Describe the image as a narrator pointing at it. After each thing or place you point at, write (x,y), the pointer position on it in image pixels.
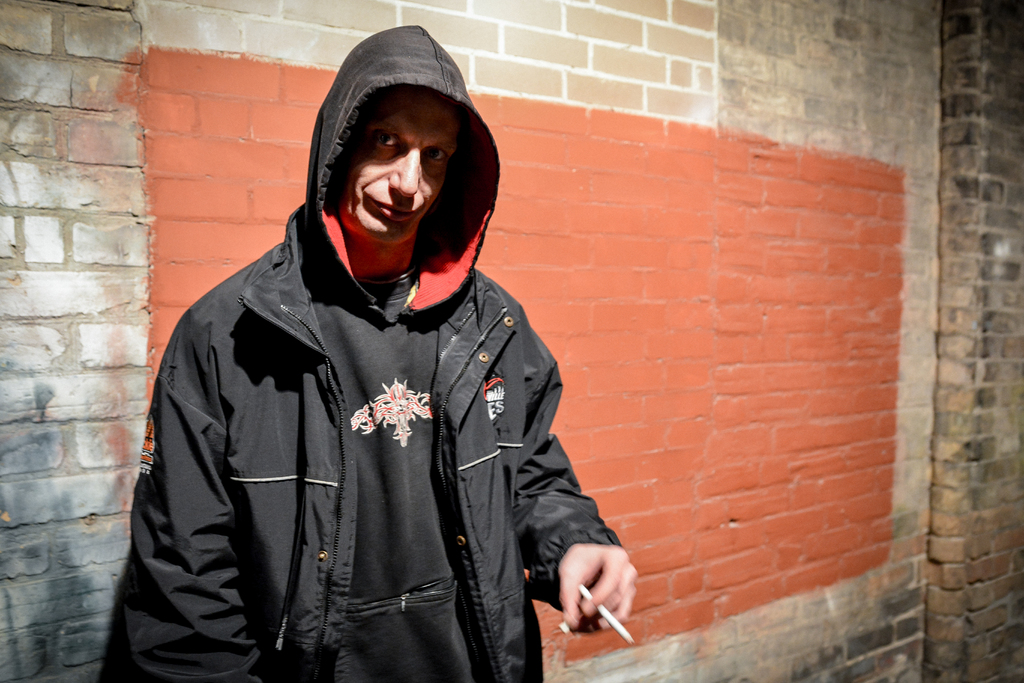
In this image in the front (348,450) there is a person (346,459) standing and holding an object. In the background (737,243) there is a wall (794,326).
